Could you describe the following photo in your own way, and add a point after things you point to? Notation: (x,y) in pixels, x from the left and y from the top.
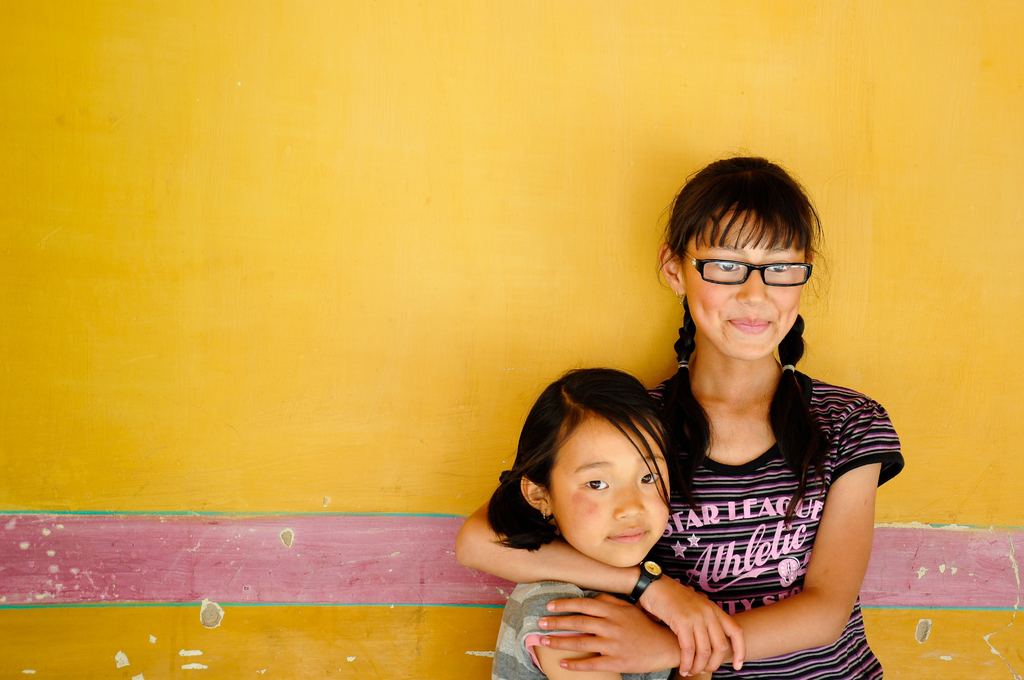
In this image we can see children (727,553) standing. In the background (559,180) there is a wall (449,423).
